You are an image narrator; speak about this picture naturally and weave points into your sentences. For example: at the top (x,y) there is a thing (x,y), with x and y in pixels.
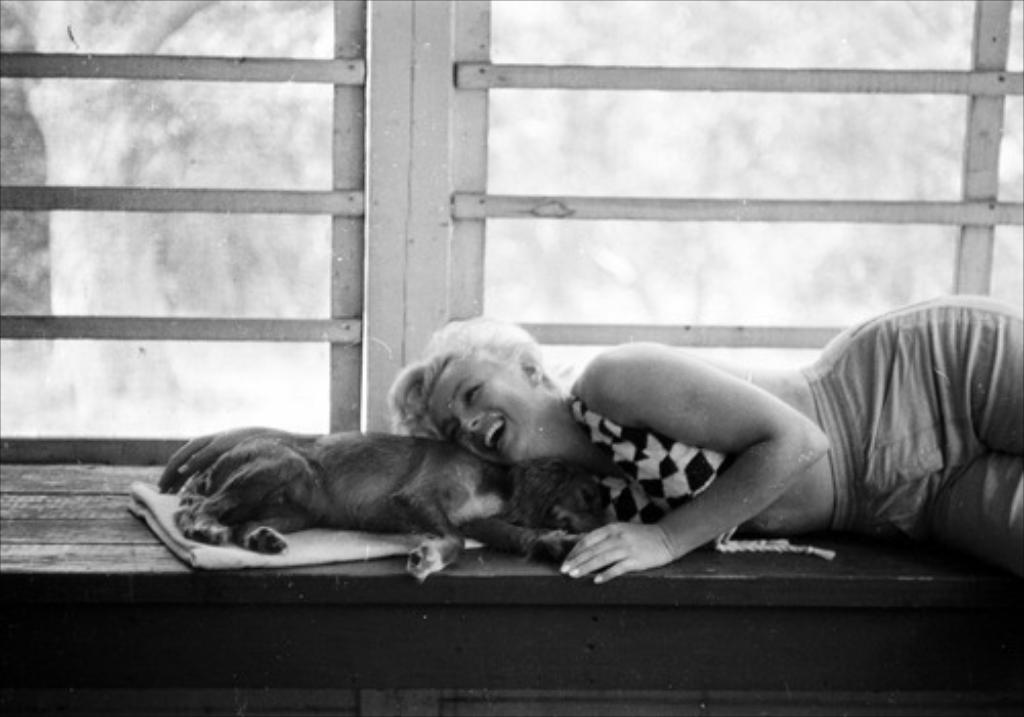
In this image I see a woman (1012,560) who is smiling and she is also lying and I can also see a dog (177,452) over here.
